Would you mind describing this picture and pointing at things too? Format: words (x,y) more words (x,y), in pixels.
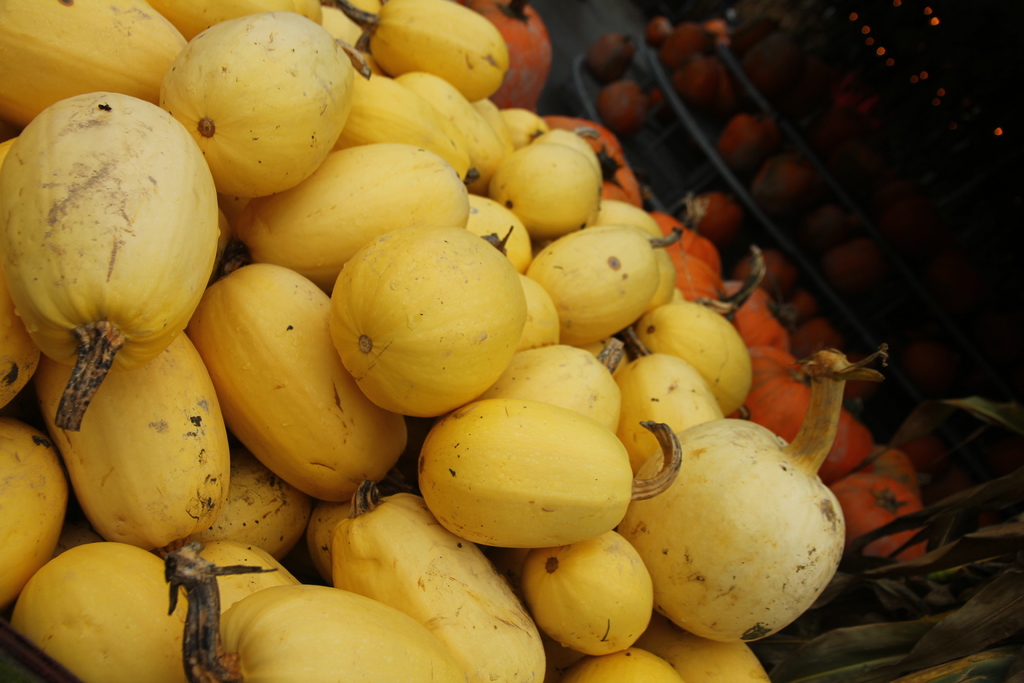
In the picture I can see pumpkins (555,438) which are red and yellow in color. The background of the image (850,279) is dark.
